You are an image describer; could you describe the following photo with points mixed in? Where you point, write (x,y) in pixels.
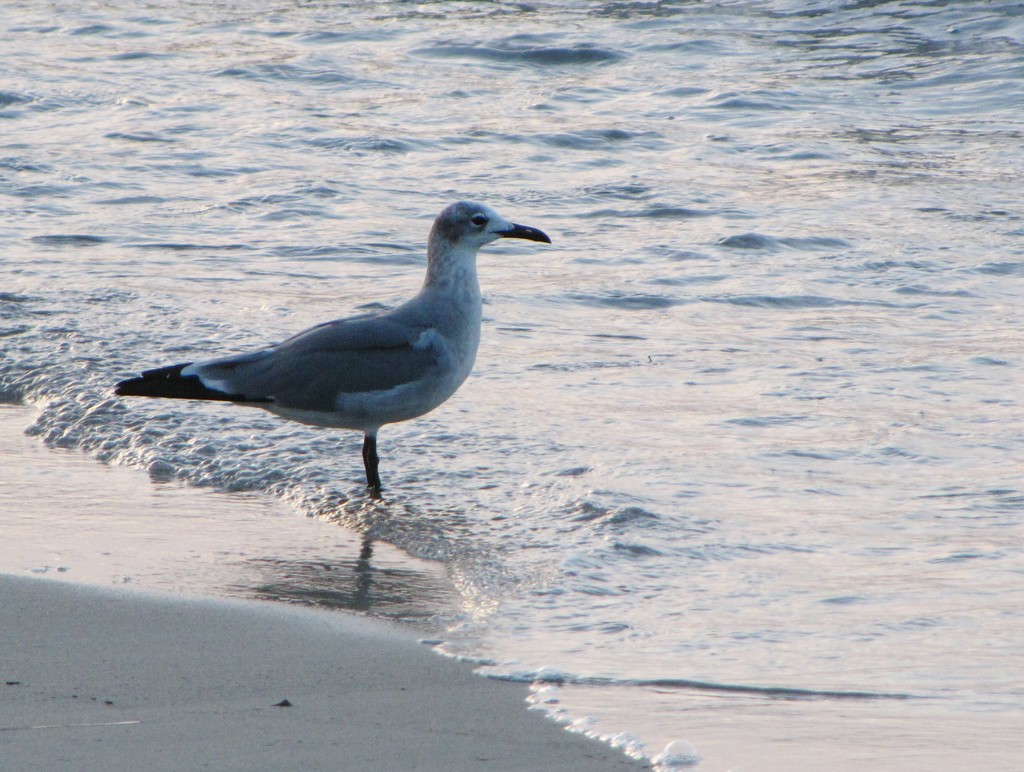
In this image we can see a bird (446,295) standing in the water (577,82).
